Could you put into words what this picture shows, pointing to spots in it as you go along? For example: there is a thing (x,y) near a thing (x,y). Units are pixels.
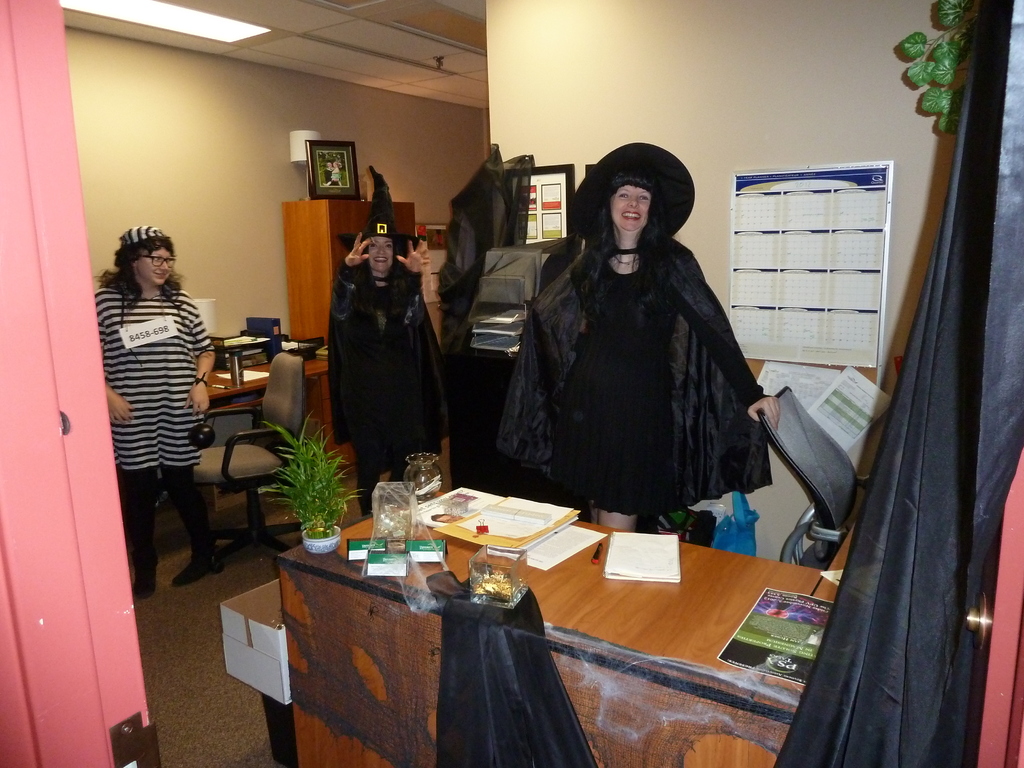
In this image I can see a group of people (380,362) standing on the floor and smiling. I can also see there is a table (642,616) with few objects (373,554) on it
